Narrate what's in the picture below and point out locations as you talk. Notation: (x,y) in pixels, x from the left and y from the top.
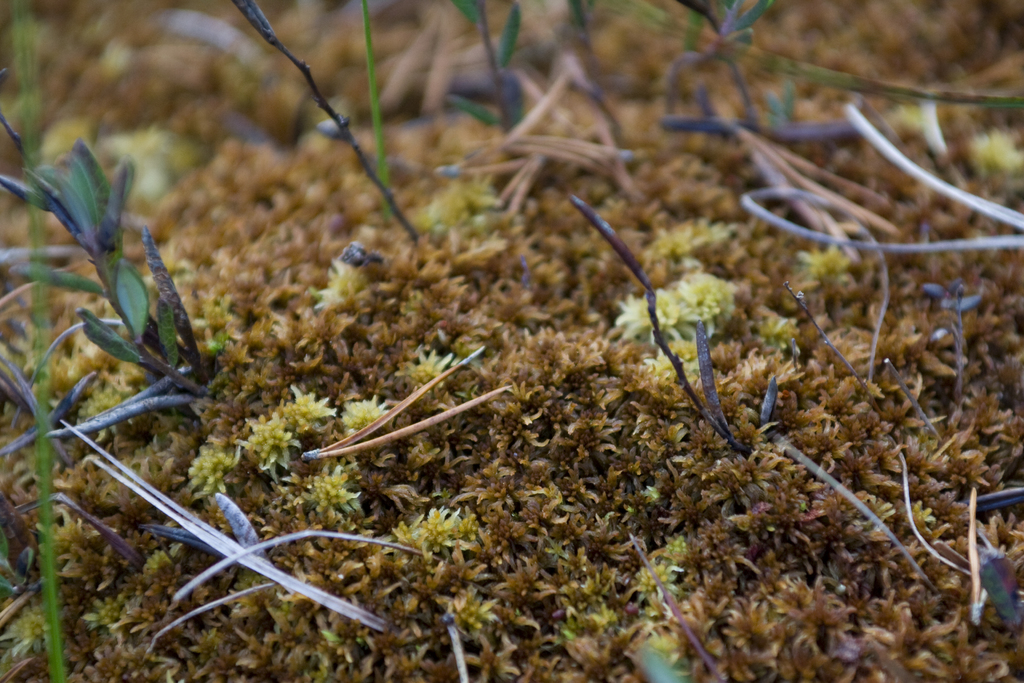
In this image we can see the plant moss (493,431).
